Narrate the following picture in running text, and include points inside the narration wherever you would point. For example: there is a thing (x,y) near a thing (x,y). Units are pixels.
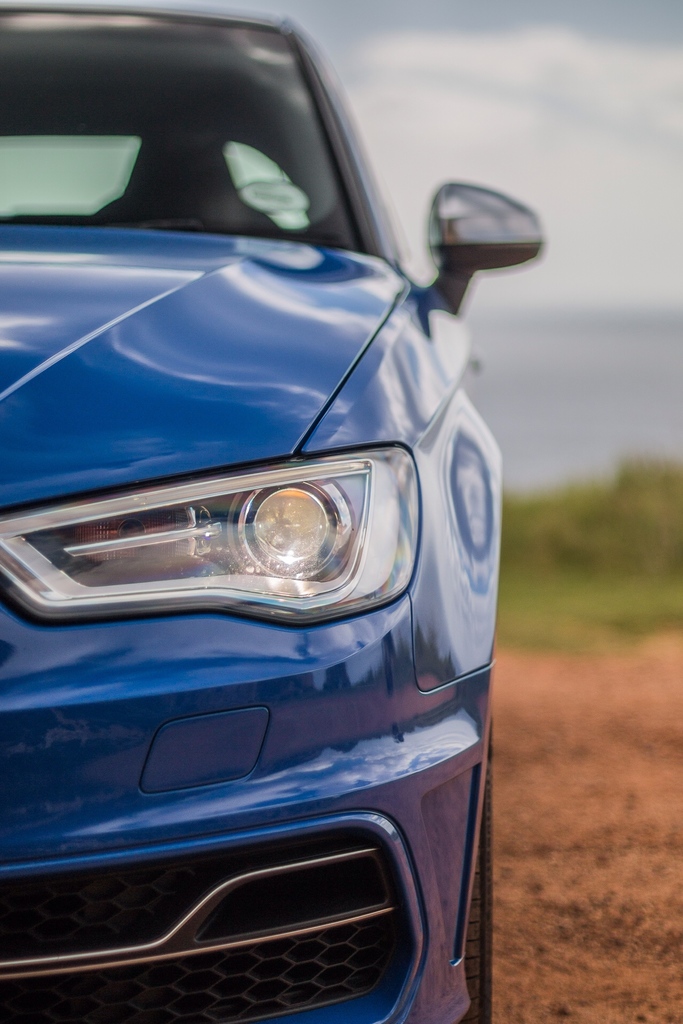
In this picture we can see a car (157,385) on ground (538,702) and in the background (503,539) we can see grass (609,483) and sky (538,121) with clouds (582,233).
